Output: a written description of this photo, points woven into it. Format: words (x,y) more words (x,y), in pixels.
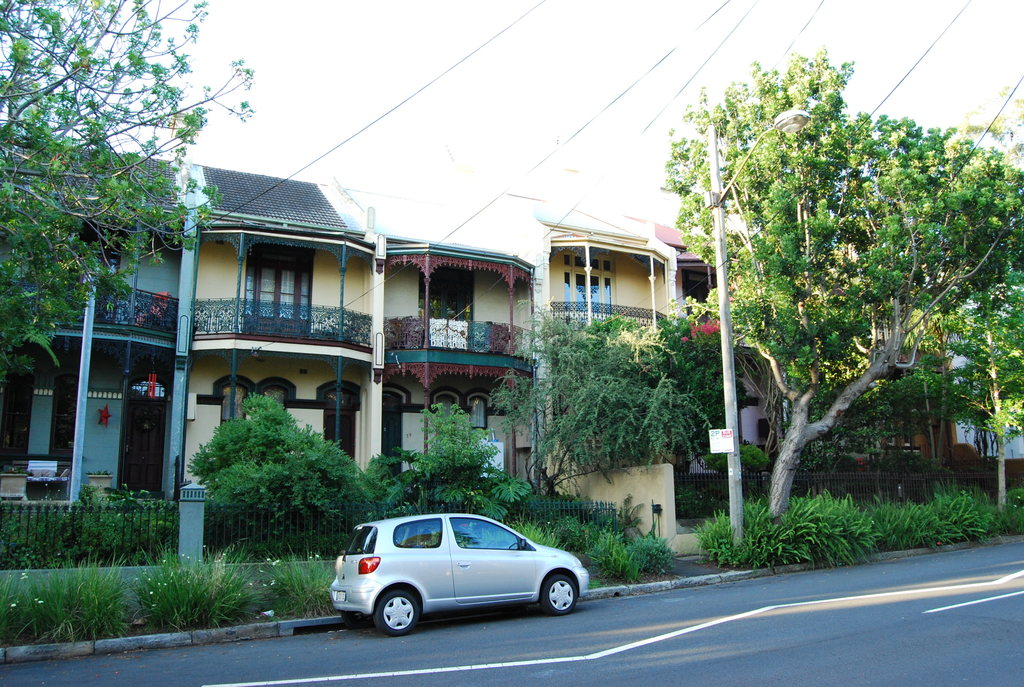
In this picture we can see a car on the road (387,659) and in the background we can see buildings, trees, sky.
